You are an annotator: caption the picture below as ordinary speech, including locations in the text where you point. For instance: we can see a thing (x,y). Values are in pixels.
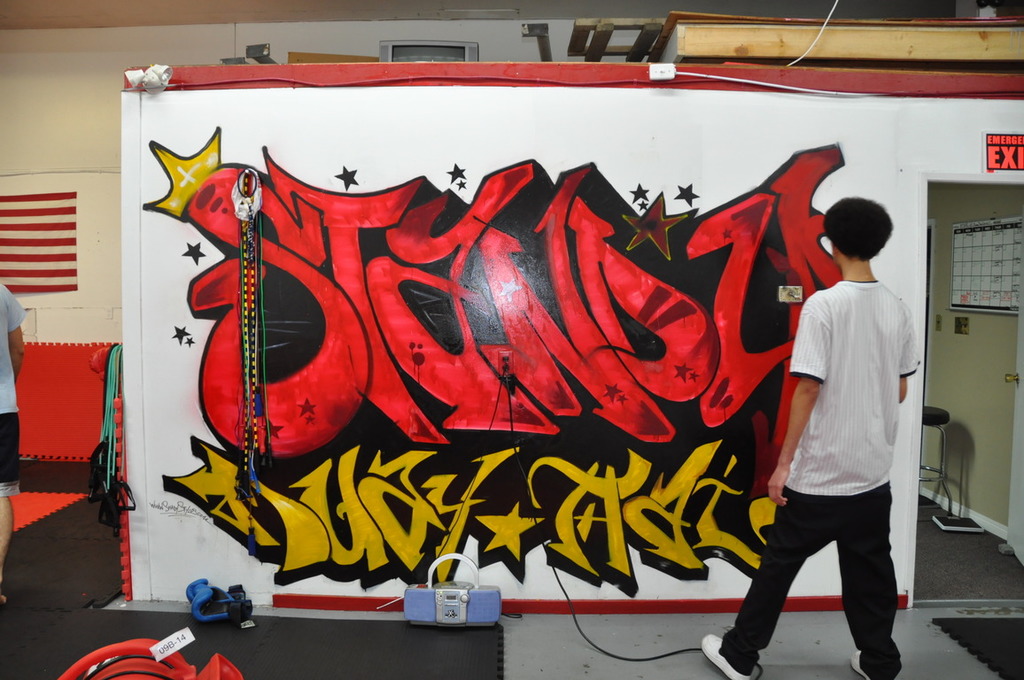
In this image in the front (829,452) there is a man (832,433) standing. In the background (605,261) there is a Graffiti (490,303) on the wall (430,351). On the right side (995,277) there is a board (997,295) which is white in colour and there is a door (1020,425). In the front (449,614) there is an object (454,600) which is blue in colour on the floor (340,616). On the left side (11,371) there is a person (5,386) visible.
